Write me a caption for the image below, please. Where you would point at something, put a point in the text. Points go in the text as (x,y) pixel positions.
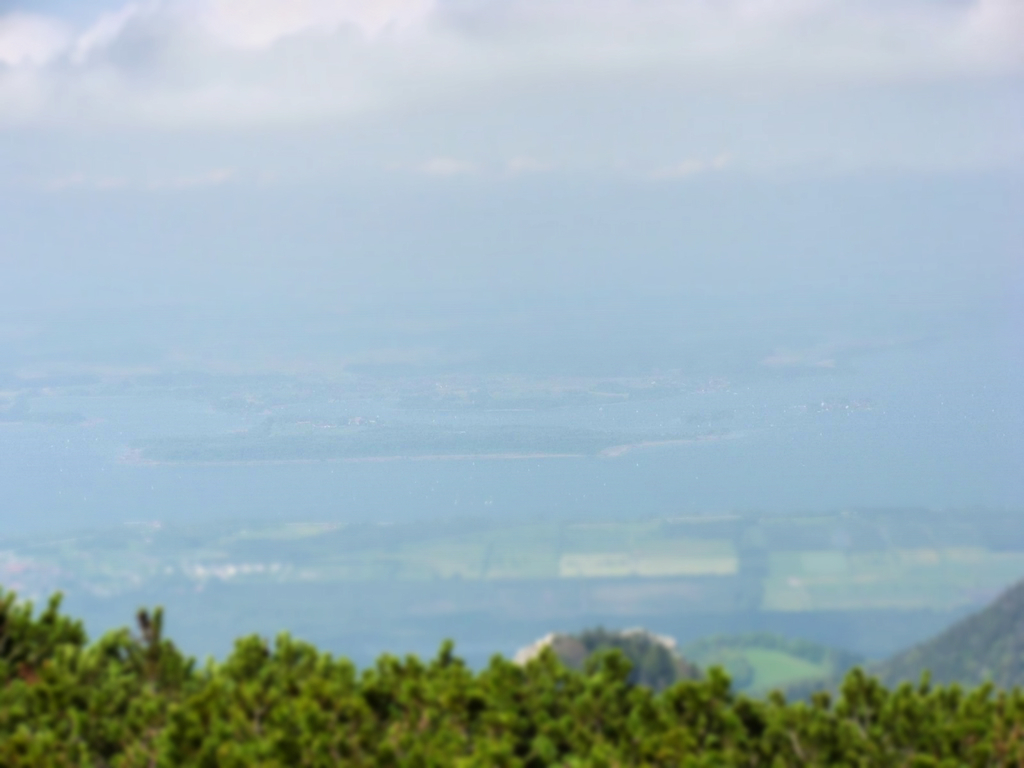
In this image we can see some plants (626,752) at the bottom of the image (824,701) and we can see the aerial view and the image is blurred in the background (284,532).
